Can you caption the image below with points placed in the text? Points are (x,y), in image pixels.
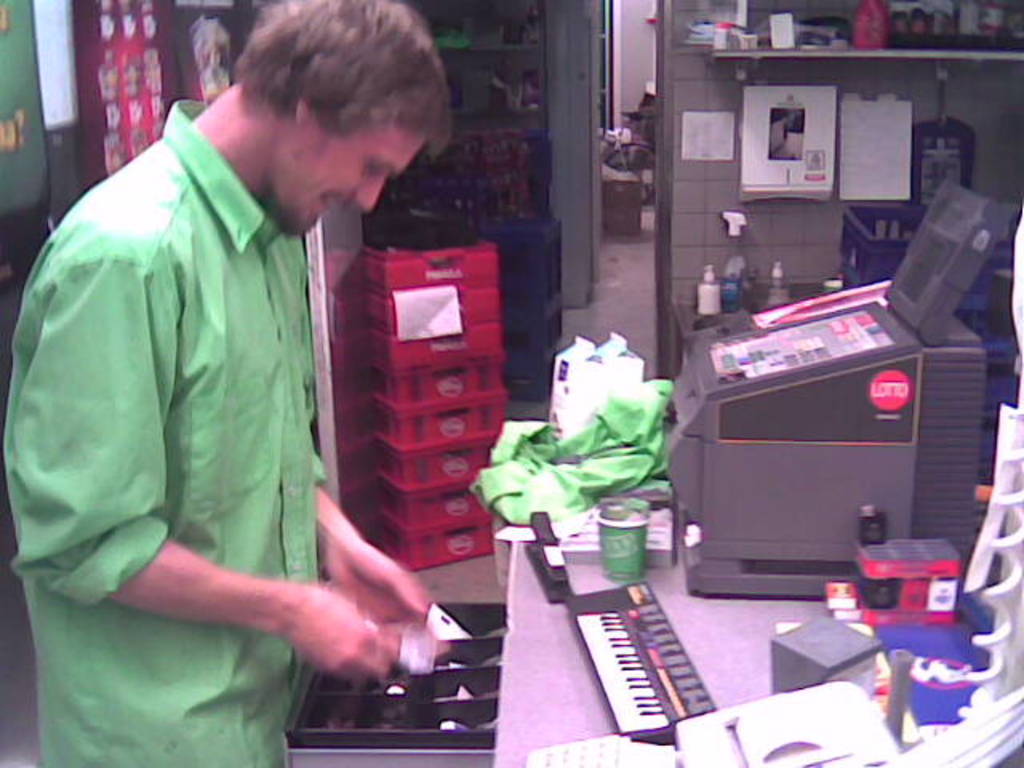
This is an image clicked inside the room (702,101). On the left side of the image (205,436) I can see a person (217,394) standing, wearing green shirt (202,300), looking at the table (566,712) and smiling. In front of this person (219,723) there is a table (542,715). One piano (627,680) and one box (723,503), glass (619,540) and some other objects (792,725) are there on this table (566,697). In the background (459,437) I can see some trays (453,468) on the floor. On the top right of the image (698,112) there is a wall (706,79) and some posters (710,123) sticked to it.
